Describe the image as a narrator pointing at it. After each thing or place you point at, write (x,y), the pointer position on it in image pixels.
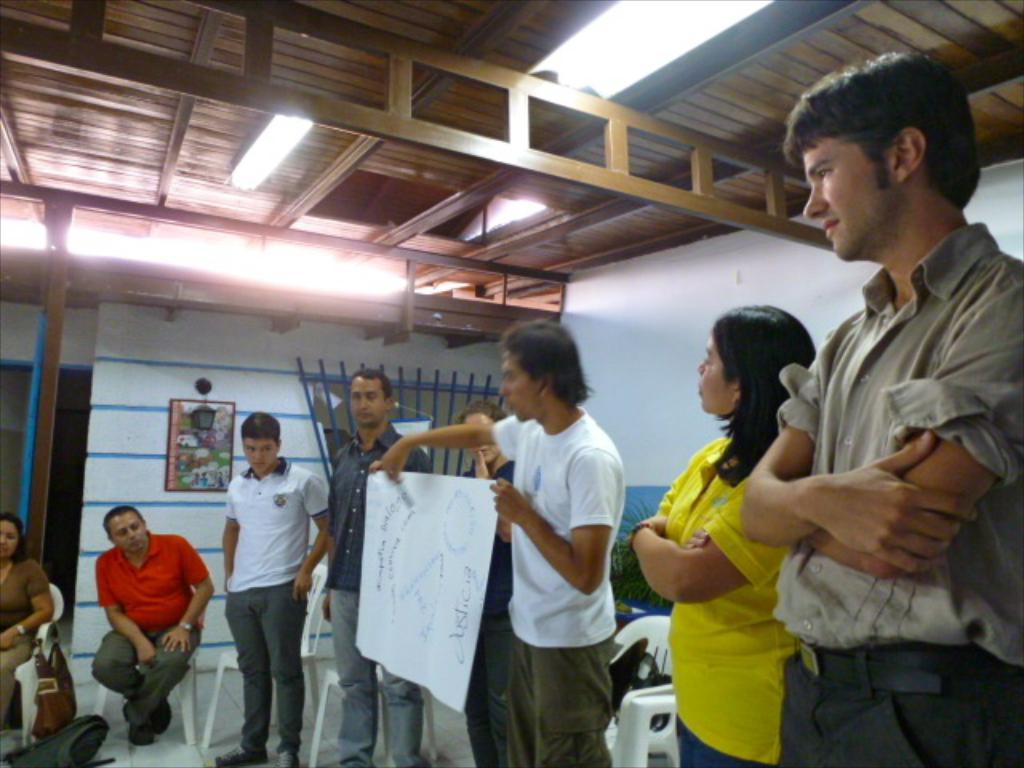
There is a man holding a chart (444,505) and there are people (489,454) sitting and standing in the foreground area of the image (267,433), there is a frame (226,426), it seems like a door (59,465) in the background (401,380), there are lamps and a roof (514,191) at the top side (519,73).
